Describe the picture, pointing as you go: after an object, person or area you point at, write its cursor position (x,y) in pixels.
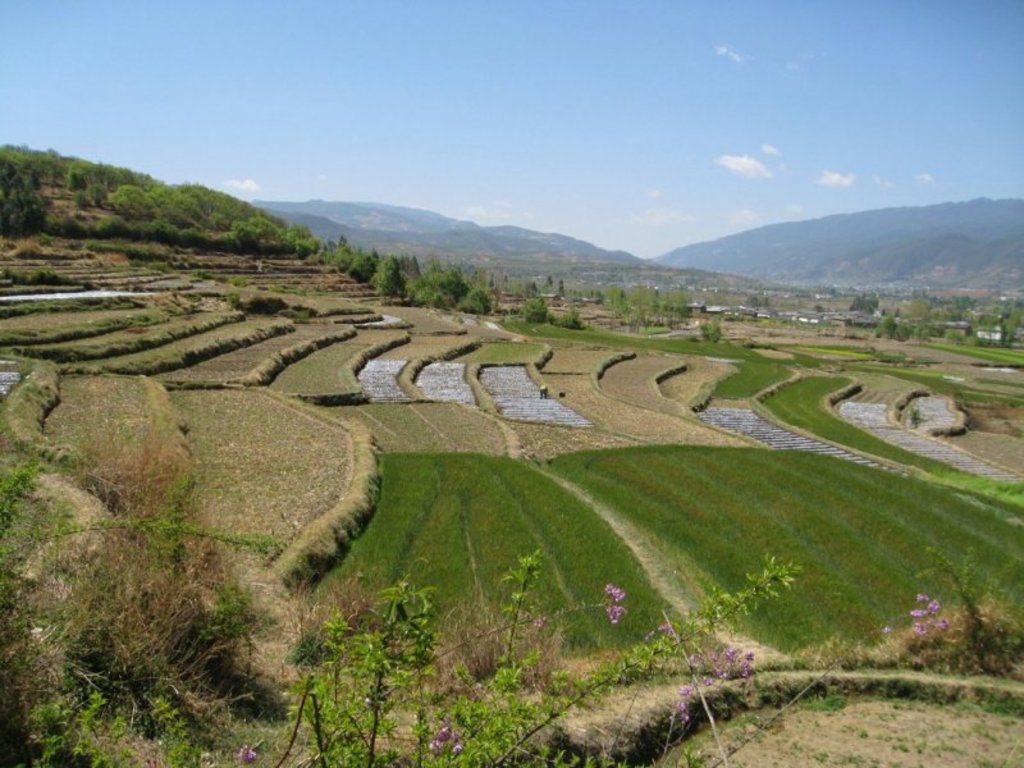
In this image I can see small plants (343,707), dry grass (168,639) and flowers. Back Side I can see trees (396,277) and houses (1022,332). We can see mountains (456,221). The sky (466,140) is in blue and white color.
